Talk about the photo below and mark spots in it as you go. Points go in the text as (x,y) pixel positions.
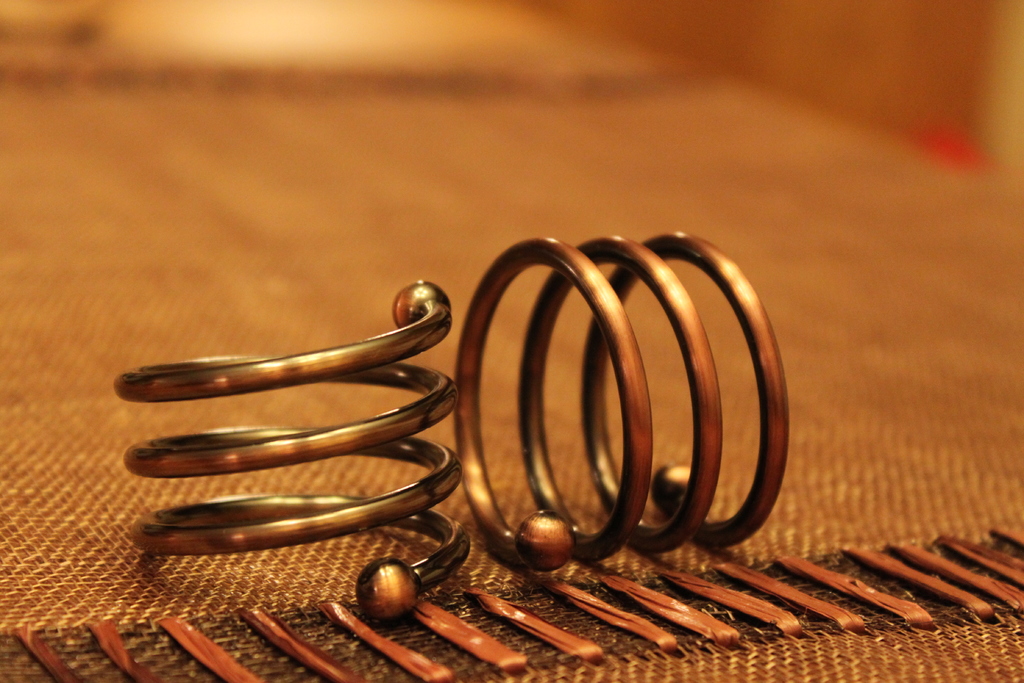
In this image, we can see some springs (509,549) on the mat (829,560).
